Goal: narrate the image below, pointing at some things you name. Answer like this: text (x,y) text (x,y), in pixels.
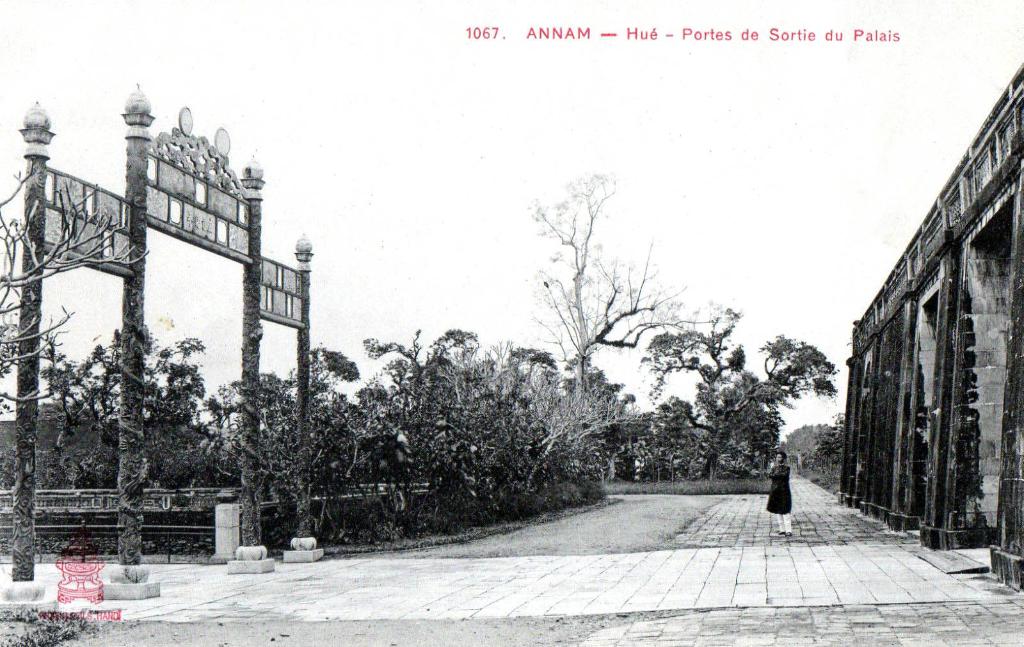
In this image we can see a black and white picture of a person (780,477) standing on the ground (785,542). To the left side of the image (311,458) we can see an arch (204,241) with poles (134,262), group trees (193,420), fence (221,509) and a logo (79,564) with text (88,620). To the right side (985,404), we can see a building (985,290). In the background (765,413), we can see a group of trees (685,363), the sky (706,319) and some text (711,33).
